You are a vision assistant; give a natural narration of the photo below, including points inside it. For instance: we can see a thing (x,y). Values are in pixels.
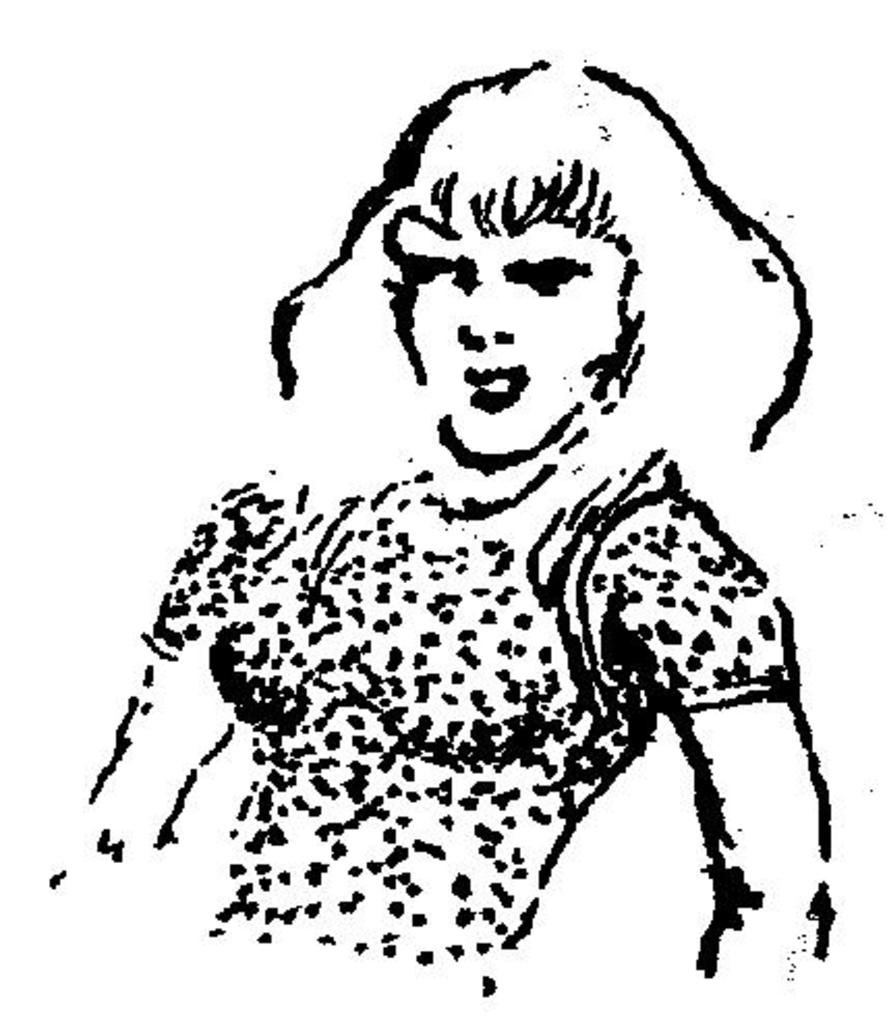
In this image we can see the drawing (529,564) of a person (542,603). In the background (623,908) the image is white in color.
